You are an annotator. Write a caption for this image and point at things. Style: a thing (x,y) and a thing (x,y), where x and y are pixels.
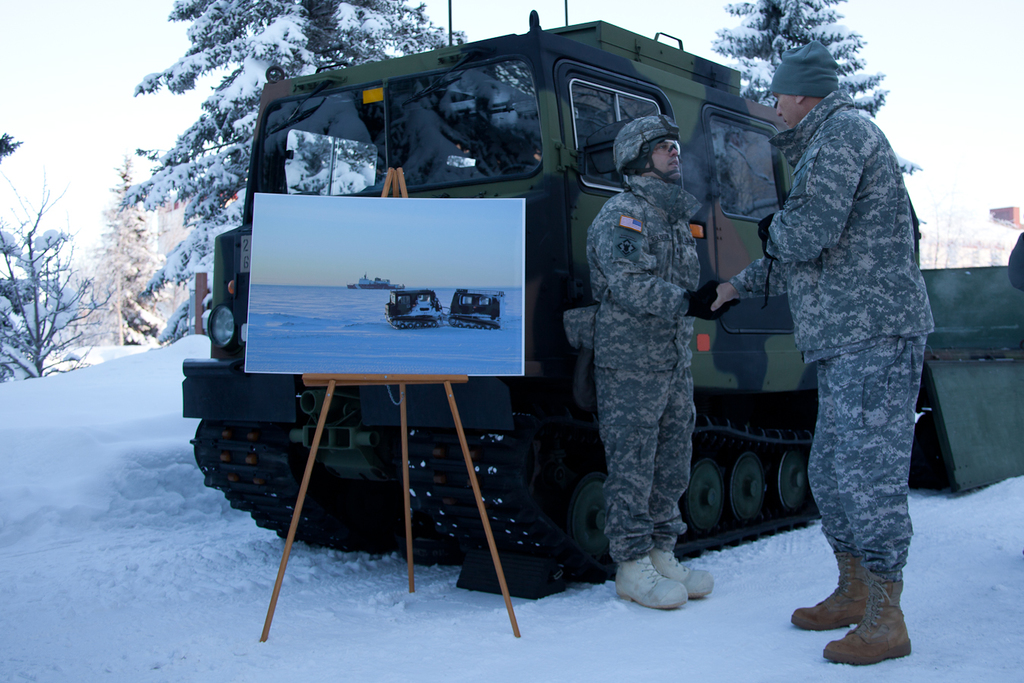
There are two people (679,265) standing and shaking hands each other and this man (692,267) wore helmet (642,134) and glasses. We can see board (366,313) with stand (311,384) and vehicle (550,231) on snow (668,611). In the background (883,95) we can see trees (744,58) and sky (921,36).
